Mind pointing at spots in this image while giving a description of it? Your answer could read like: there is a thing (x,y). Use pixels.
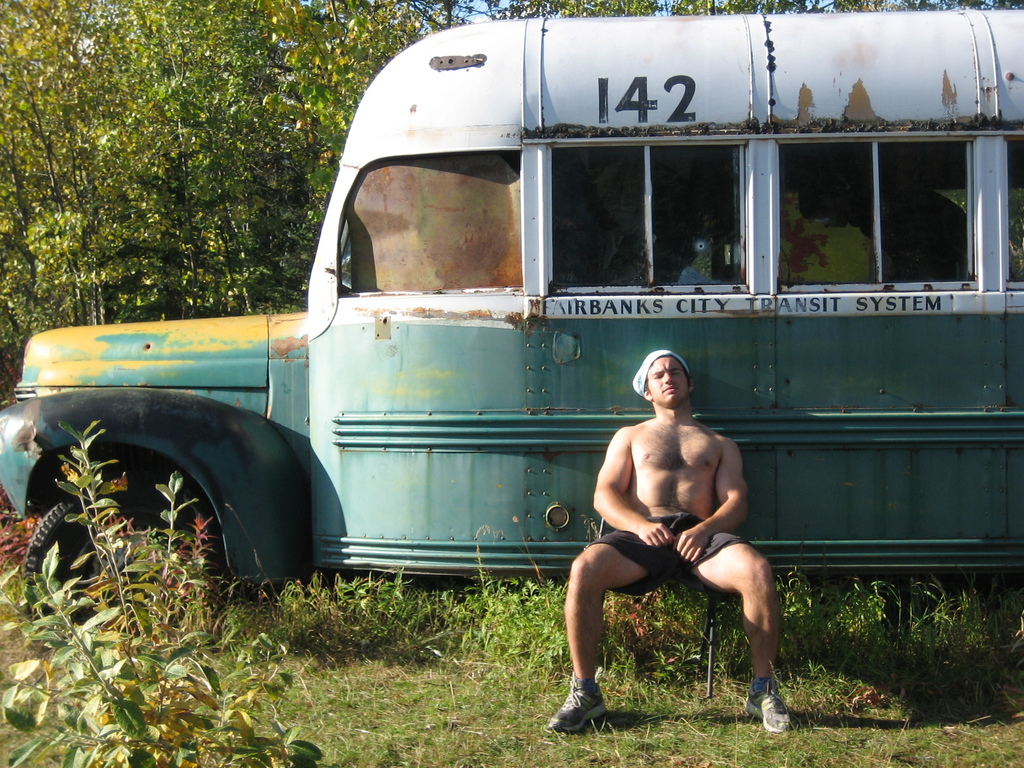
In the picture we can see a bus (360,431) which is very old and beside the bus (981,359) we can see a man (702,477) sitting on the chair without a shirt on the grass surface (314,689) and some plants (223,718) and in the background (248,76) we can see trees (272,230).
